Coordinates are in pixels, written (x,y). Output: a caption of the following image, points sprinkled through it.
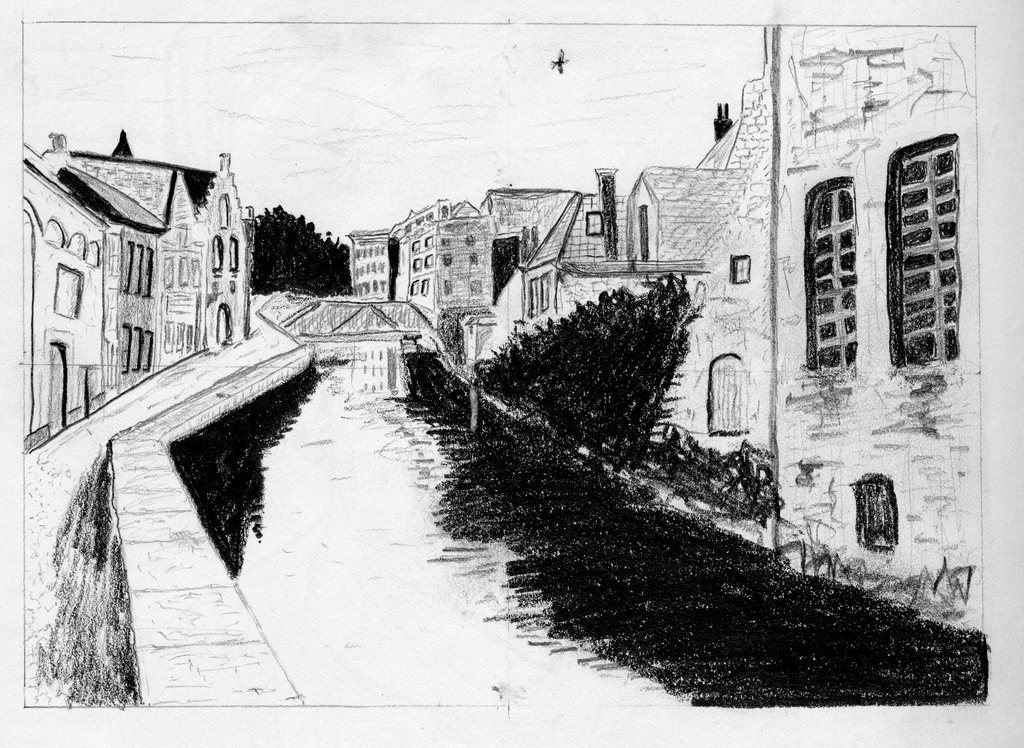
In this image I can see the art (293,449). I can see the art (328,516) of the water (355,530). To the right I can see the trees (609,402). On both sides of the water (286,413) I can see the buildings (502,289). In the background (301,277) I can see few more trees (309,281) and the sky (400,118).
